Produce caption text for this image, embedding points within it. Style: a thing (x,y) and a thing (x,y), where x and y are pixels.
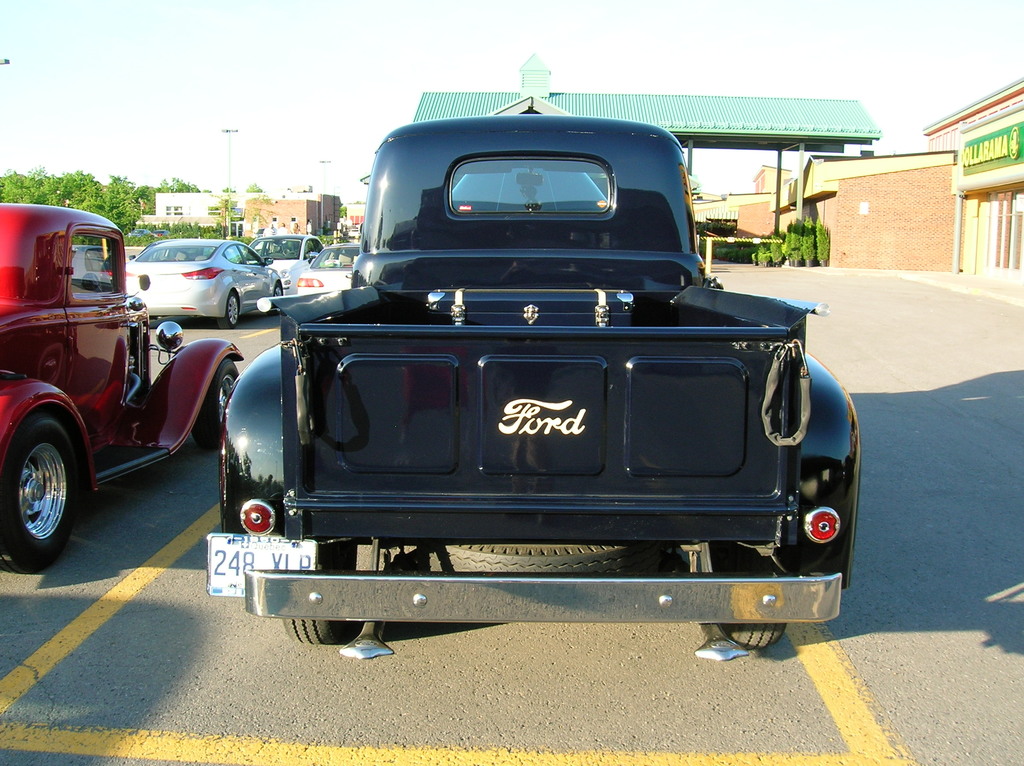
In this image, there are a few vehicles (89,289), houses (270,216), poles (230,233), trees (117,181), plants (791,233). We can see the ground (1013,441) and the shed (859,109). We can see the sky (887,85) and some text (968,151) on the right (854,55).
